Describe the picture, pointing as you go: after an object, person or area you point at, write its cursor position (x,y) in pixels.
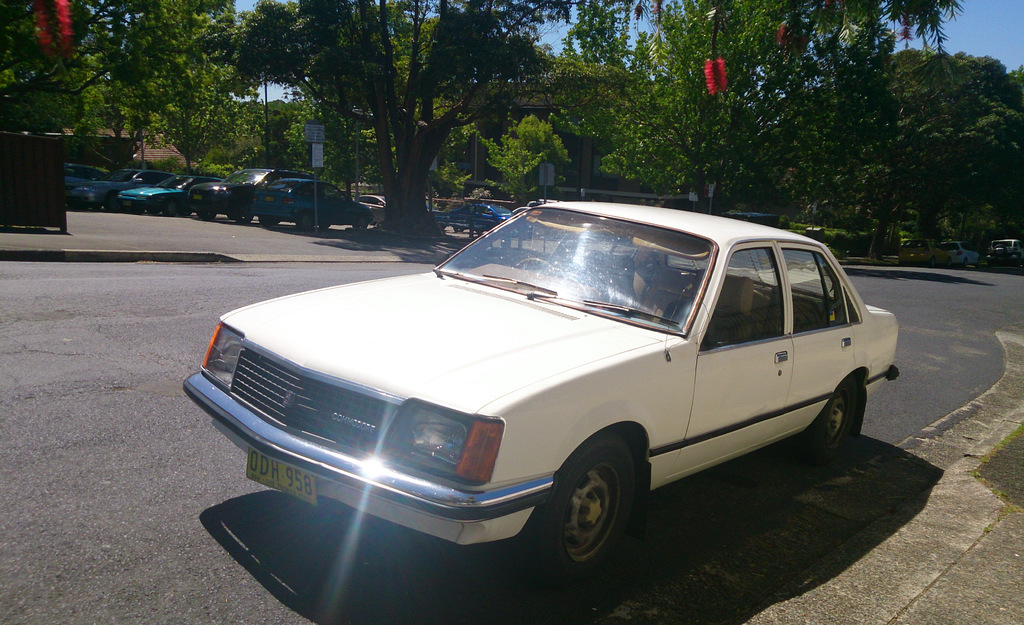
In this image in the front (661,371) there is a car (604,382) which is white in colour. In the background (339,127) there are trees (939,166) and there are vehicles (205,193) and there is an object (51,198) which is visible.
